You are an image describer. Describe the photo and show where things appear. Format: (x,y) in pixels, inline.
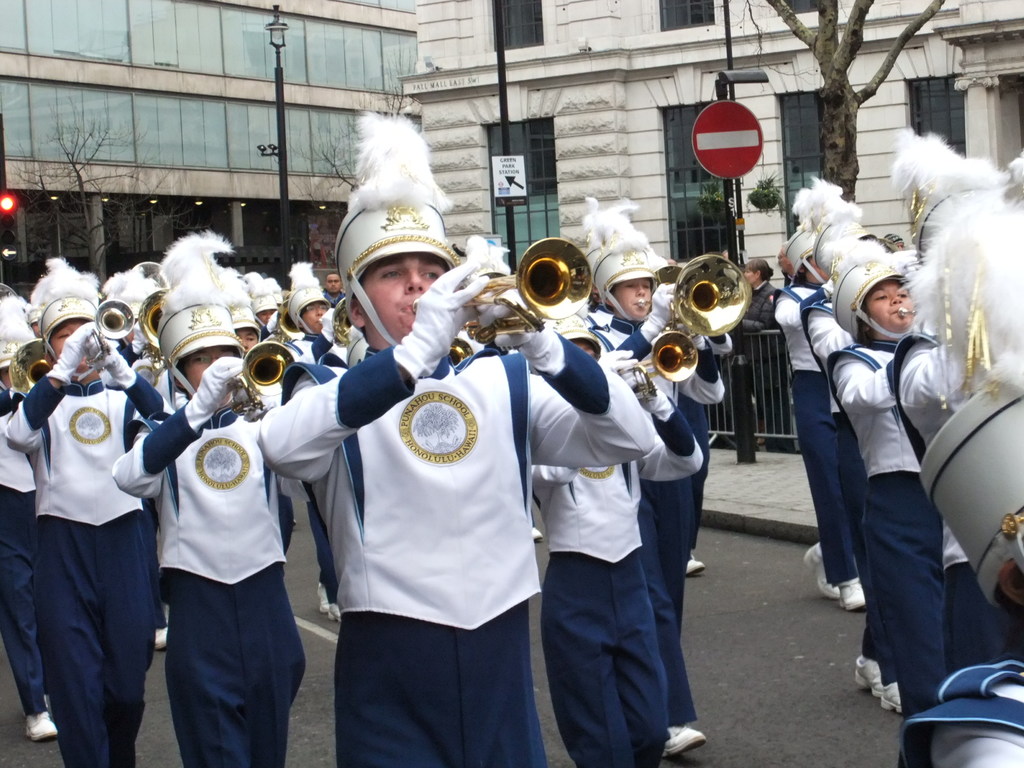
As we can see in the image there are group of people (467,504) playing musical instruments (14,375). There are buildings (319,102), street lamps (726,17) and trees (783,1).
